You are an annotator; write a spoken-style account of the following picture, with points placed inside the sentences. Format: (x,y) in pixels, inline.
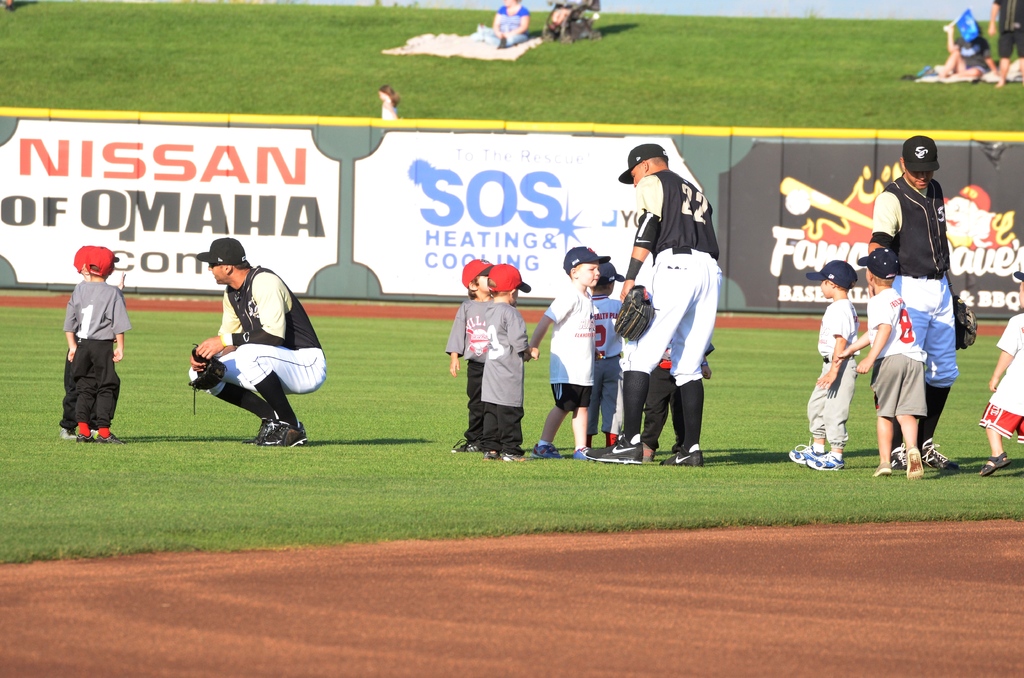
In the foreground of this image (618,383), there is a man (248,345) squatting on the grass (147,411), few kids (102,393) and men (917,269) standing on the grass (669,445) and the boundary banner wall (456,158). In the background (519,33), there are few persons (1015,11) standing and sitting on the grass (499,67).
